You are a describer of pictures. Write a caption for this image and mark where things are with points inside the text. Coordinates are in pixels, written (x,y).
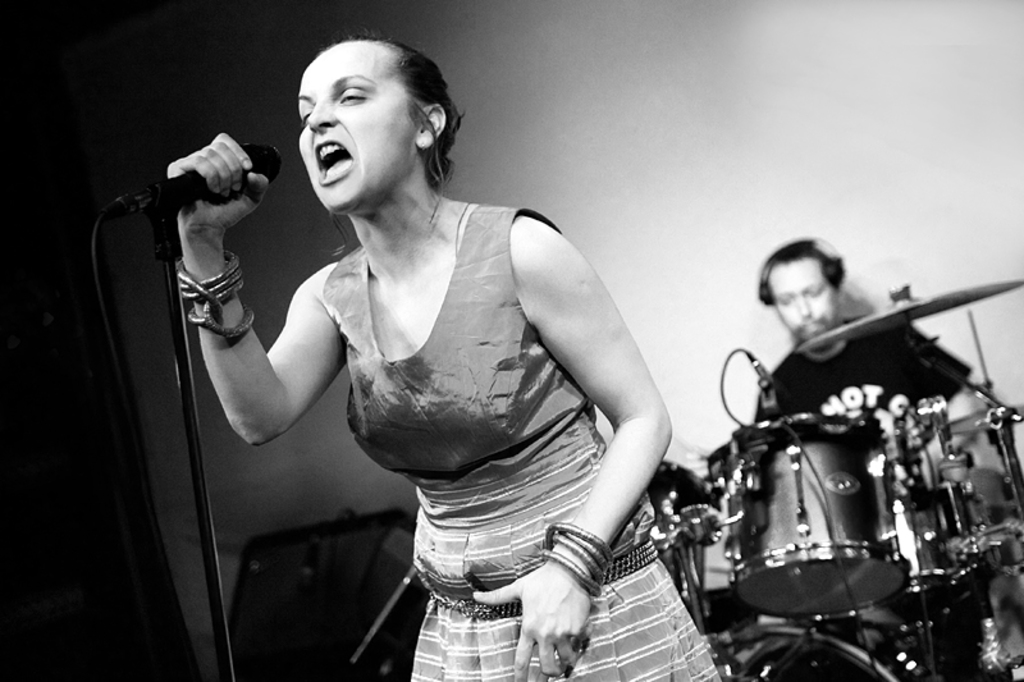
This image is taken in a concert. In this image there are two people (432,669) a man (886,343) and a woman (373,408). In the middle of the image (404,343) there is a woman (365,43) standing and holding a mic (131,204) in her hand (228,155) and singing. In the right side of the image (951,622) a man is sitting on a stool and playing drums (865,472).
